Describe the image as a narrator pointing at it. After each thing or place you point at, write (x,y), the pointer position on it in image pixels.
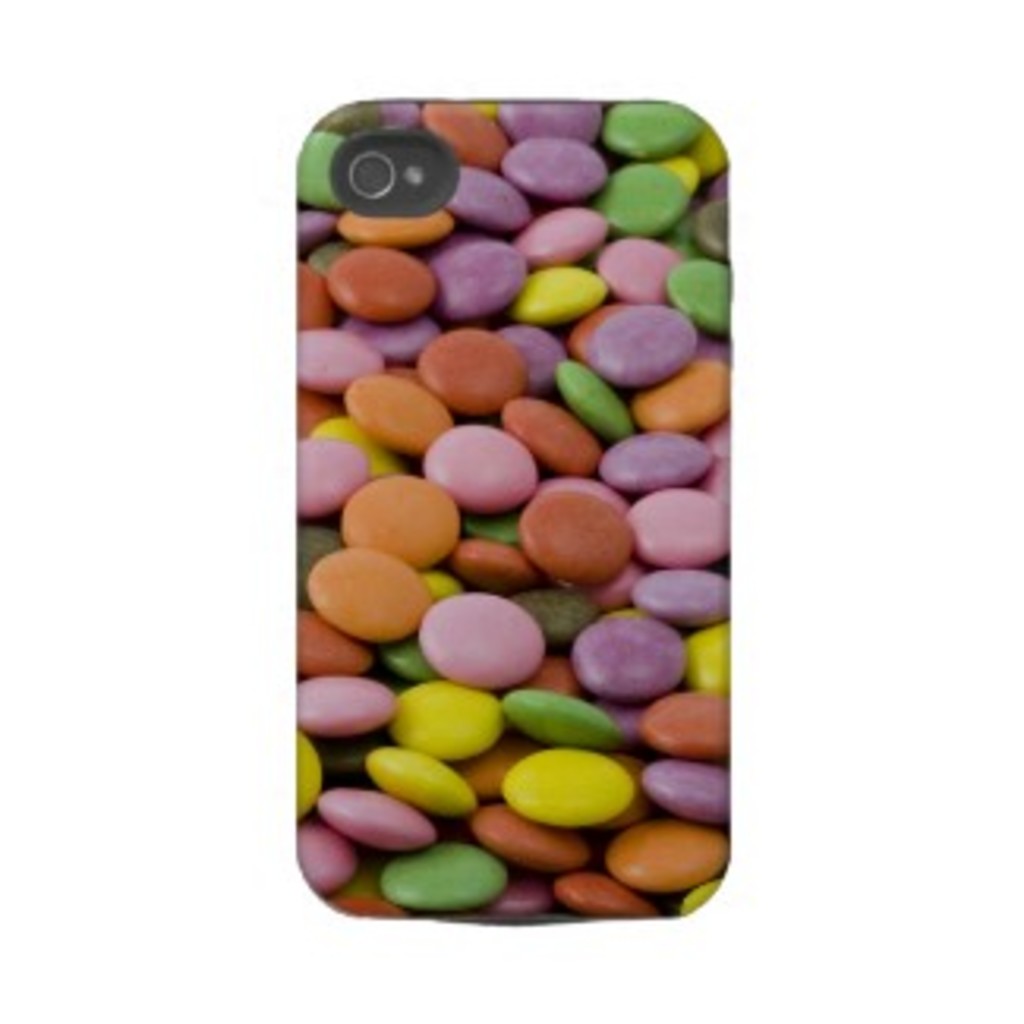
In this image there is a back cover (581,548) of a mobile (543,494).
